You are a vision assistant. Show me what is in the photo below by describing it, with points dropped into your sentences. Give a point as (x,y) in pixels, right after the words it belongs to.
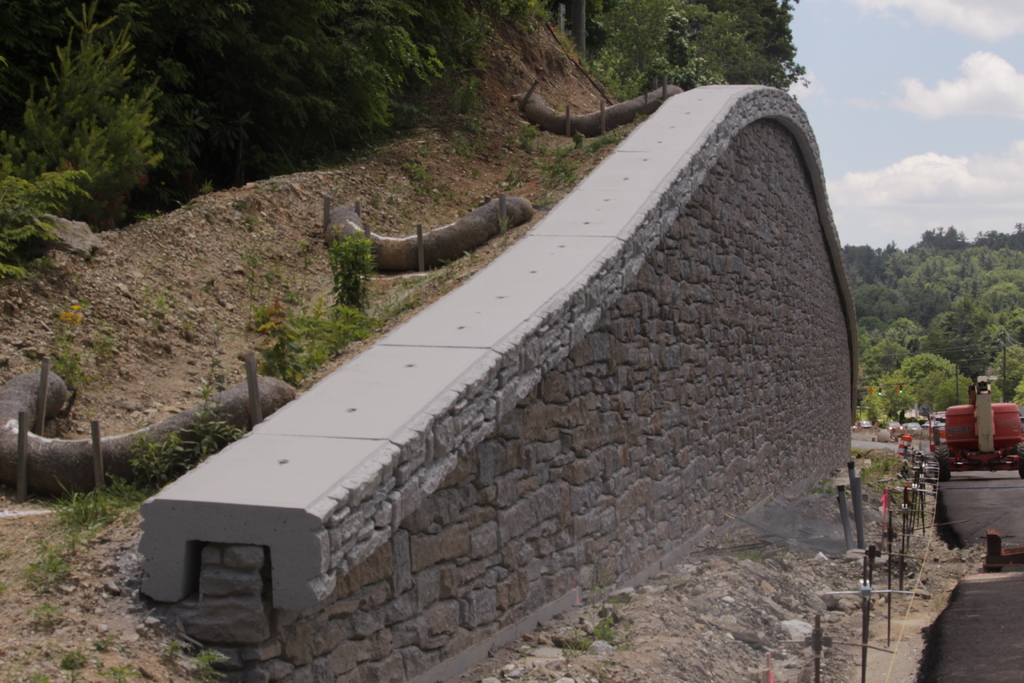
In the picture we can see a hill (6,635) to it, we can see a wall (409,569) which is in kind of supporting the hill (84,544) and beside it, we can see some mud path (885,583) and near it, we can see a rail (905,492) and road (980,497) and any vehicle (948,463) on it and in the background (956,360) we can see trees (962,371), plants (972,334) and sky (865,170) with clouds (1015,104).
